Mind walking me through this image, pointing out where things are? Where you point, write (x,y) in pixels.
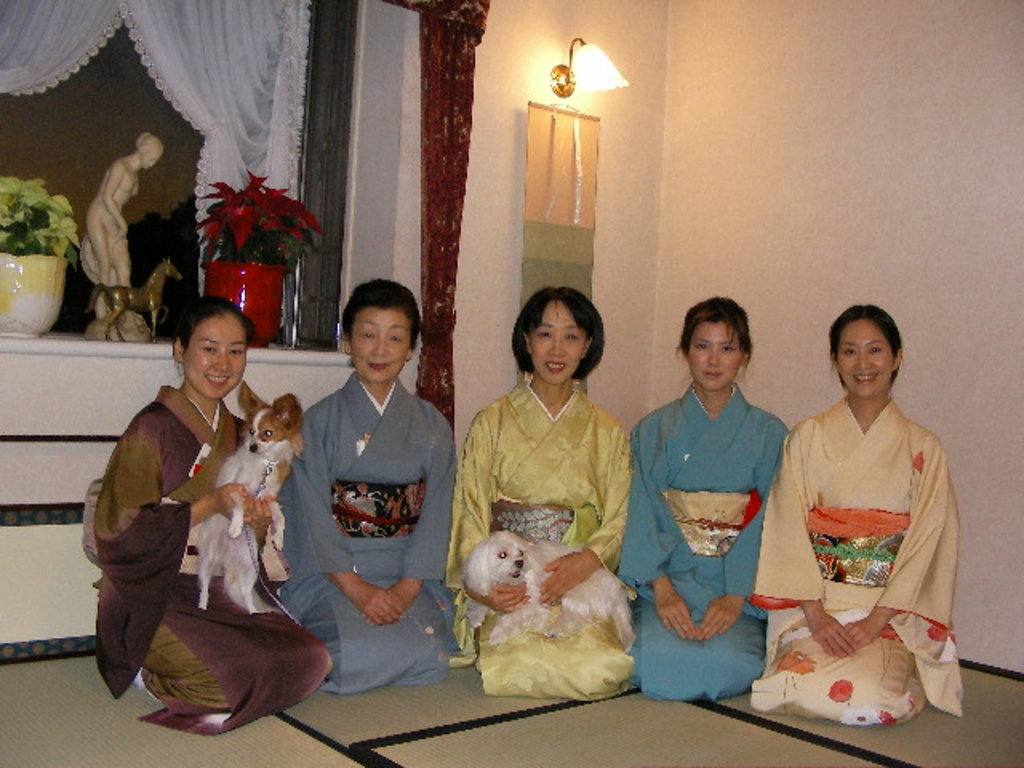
This is a picture in a room (801,244), there are five women's (720,434) sitting on the floor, two women's (184,555) were catching the dogs (532,560) background of the women (751,424) there is a wall (875,198) with white color on the wall (678,165) there is a light (567,79) and curtains (431,84) and back side of the women (203,424) there is a wall (139,359) on the wall (143,342) there is a toy of horse (132,293) and sculpture of a woman (96,229) and the flower pots (217,250).
